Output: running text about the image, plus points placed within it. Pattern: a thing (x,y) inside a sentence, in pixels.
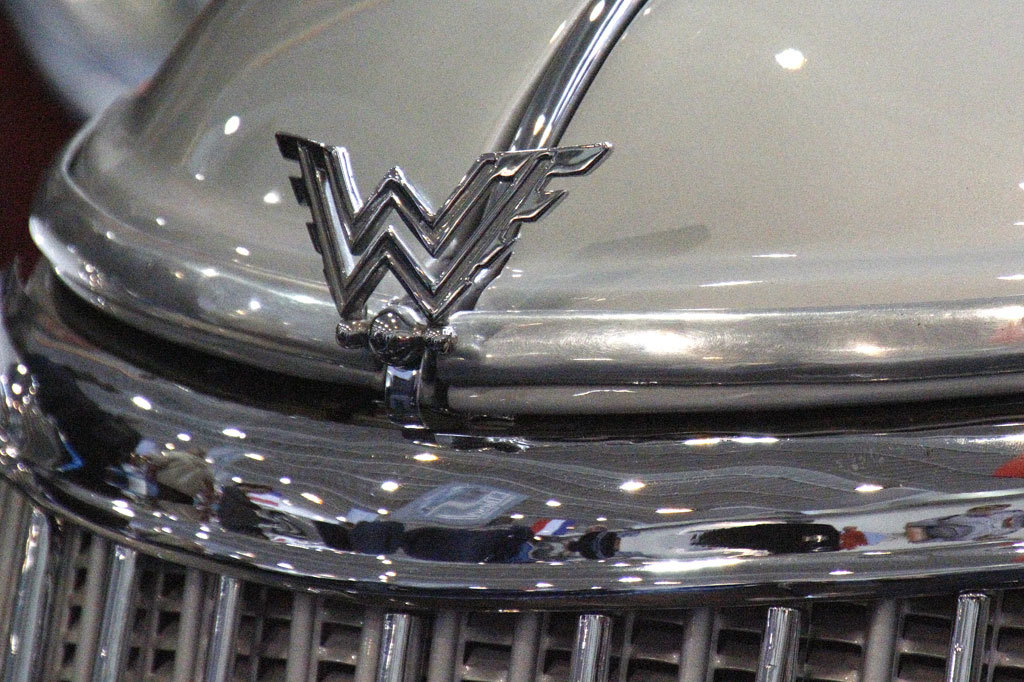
In this image, we can see the front bumper (791,570) of the car (404,323), we can see the logo (536,159) of the company.
